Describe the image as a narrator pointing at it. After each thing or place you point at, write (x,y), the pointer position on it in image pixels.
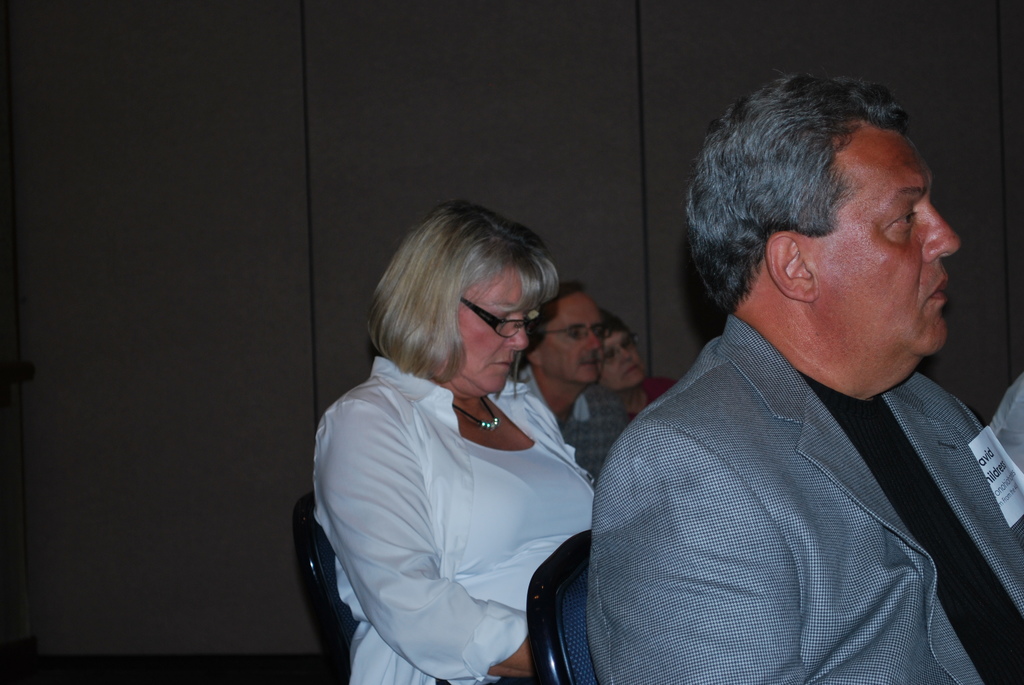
There are few people (504,530) sitting on chairs (530,629). And a lady (450,612) wearing a white dress (469,481), chain (472,418) and specs (491,313) is sitting in the back (496,427). And in the background (384,138) there is a wall (609,141).
